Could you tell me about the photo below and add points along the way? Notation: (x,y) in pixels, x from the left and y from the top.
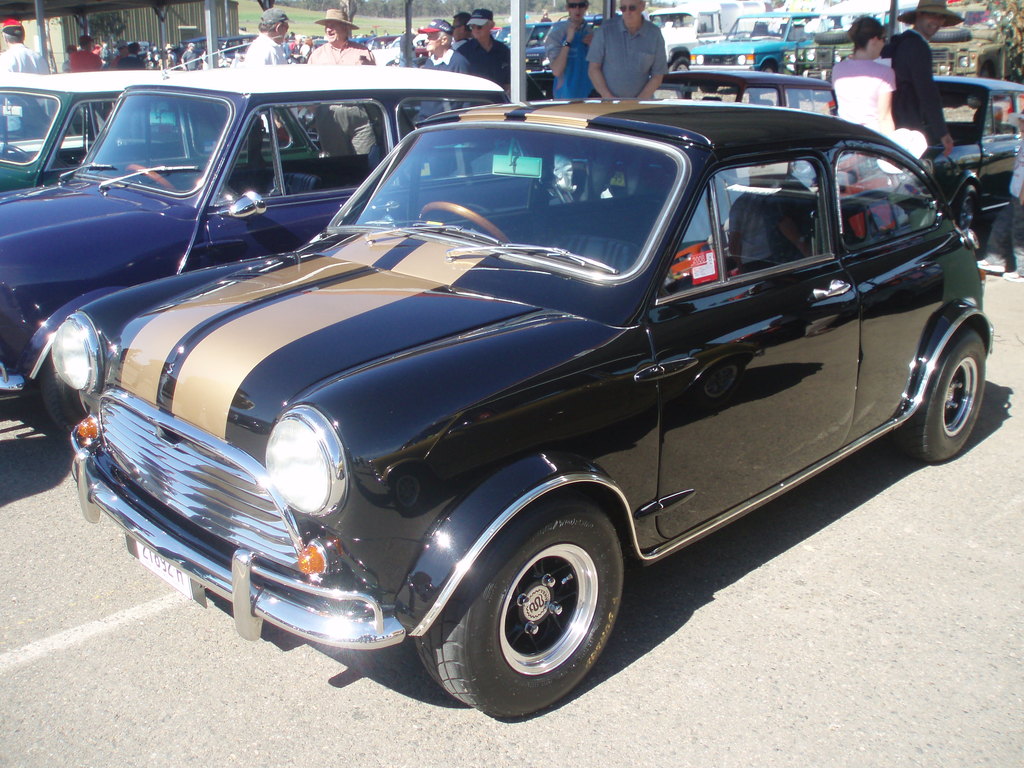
In this picture I can see the road (804,760) in front, on which there are number of cars (427,146) and people (929,69). I can also see few rods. On the top left corner of this picture (81,9) I can see a building (131,4).
